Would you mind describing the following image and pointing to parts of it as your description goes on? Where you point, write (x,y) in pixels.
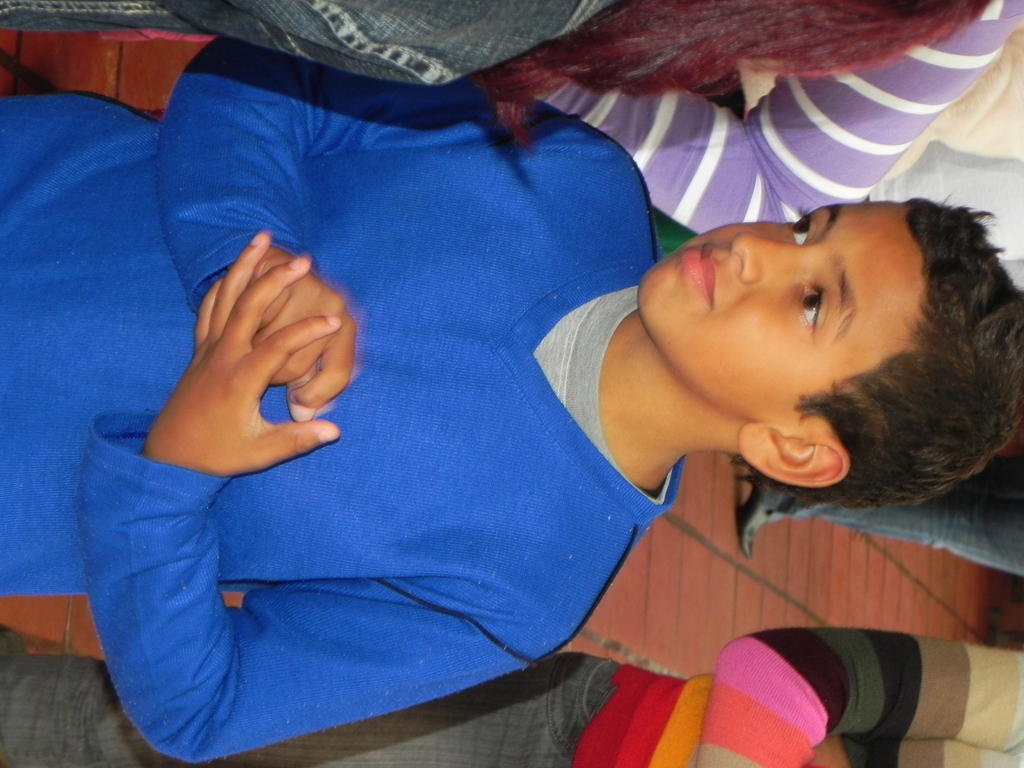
As we can see in the image there are few people (529,71) and there is wooden floor (762,586). The boy (906,448) standing in the front (313,305) is wearing blue color t shirt (450,356).
